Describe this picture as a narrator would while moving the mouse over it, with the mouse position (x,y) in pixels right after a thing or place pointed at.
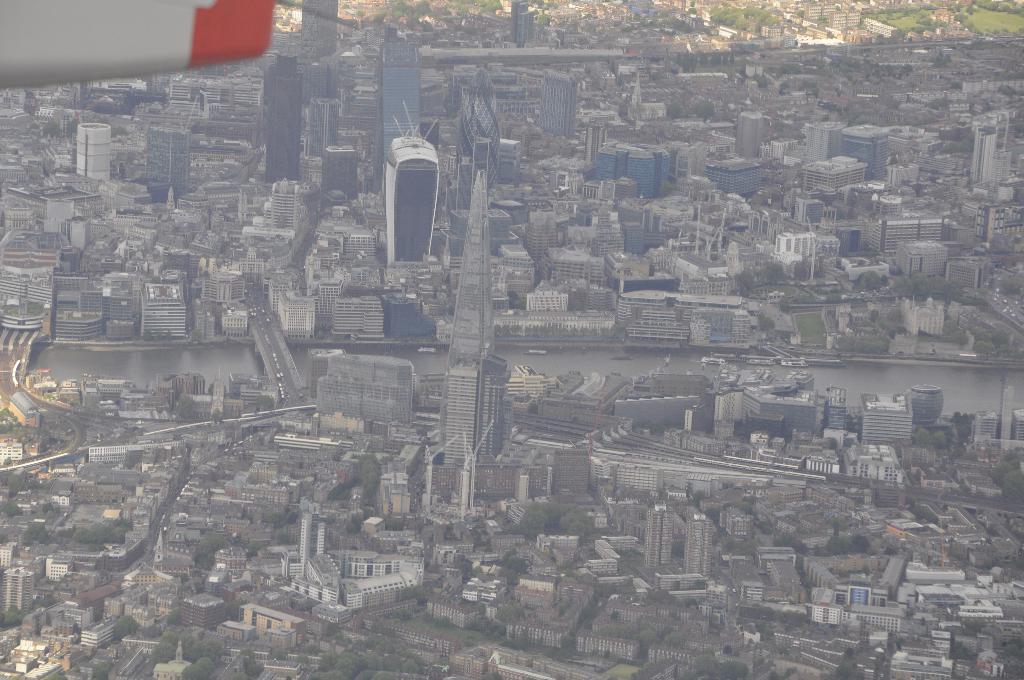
In this image we can see a view from the height and on the ground (536,624) there are so many buildings (669,248).
